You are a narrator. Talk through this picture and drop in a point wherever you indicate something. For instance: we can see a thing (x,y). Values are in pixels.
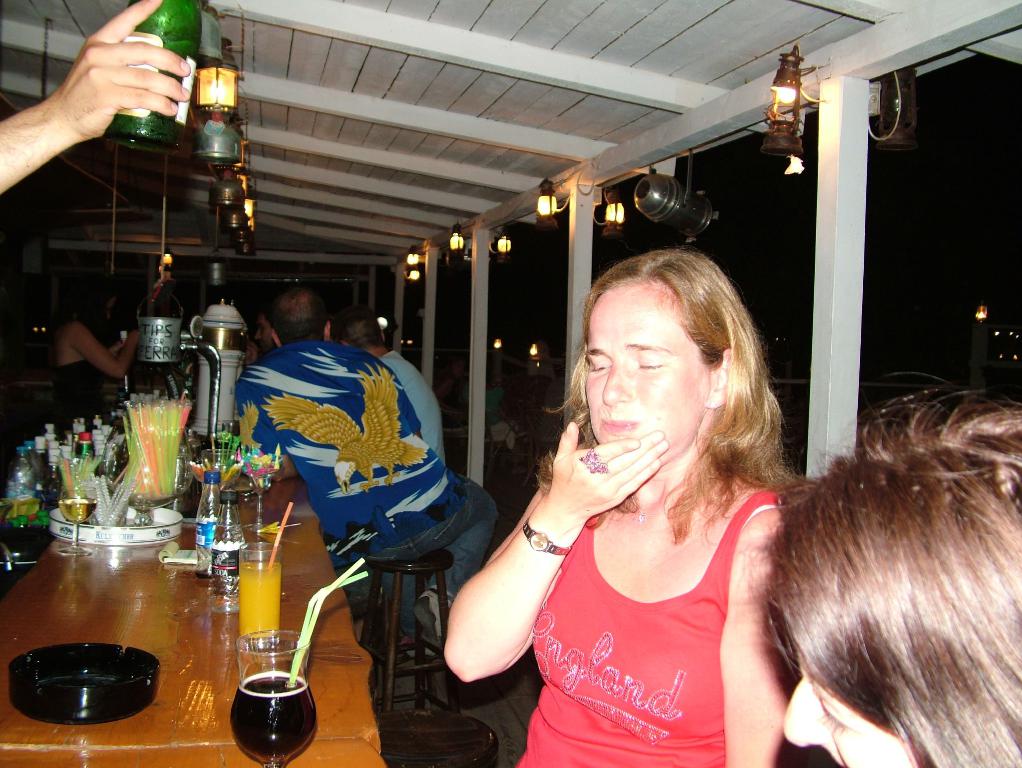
This picture describes about group of people (582,480), few are seated on the chairs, in front of them we can find few glasses (249,568), bottles (229,495), straw (139,431) and other things (186,555) on the table (292,621), in the top left hand corner (107,118) we can see a person (94,94) is holding a bottle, in the background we can find few lights (546,185).
